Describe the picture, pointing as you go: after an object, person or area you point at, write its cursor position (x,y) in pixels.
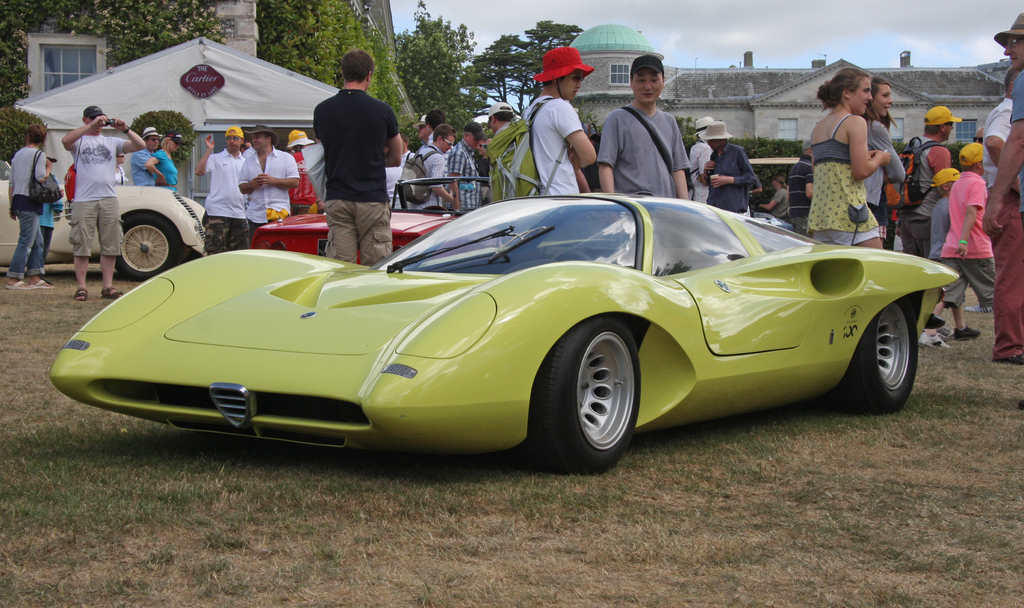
In this image we can see a car (499,313). On the ground (248,446) there is grass (743,440). There are many people (235,153). Some are wearing caps (536,80). In the back (192,209) there are other vehicles (169,213). Also there are buildings (592,86) and trees (421,64). In the background (717,34) there is sky (738,43).
